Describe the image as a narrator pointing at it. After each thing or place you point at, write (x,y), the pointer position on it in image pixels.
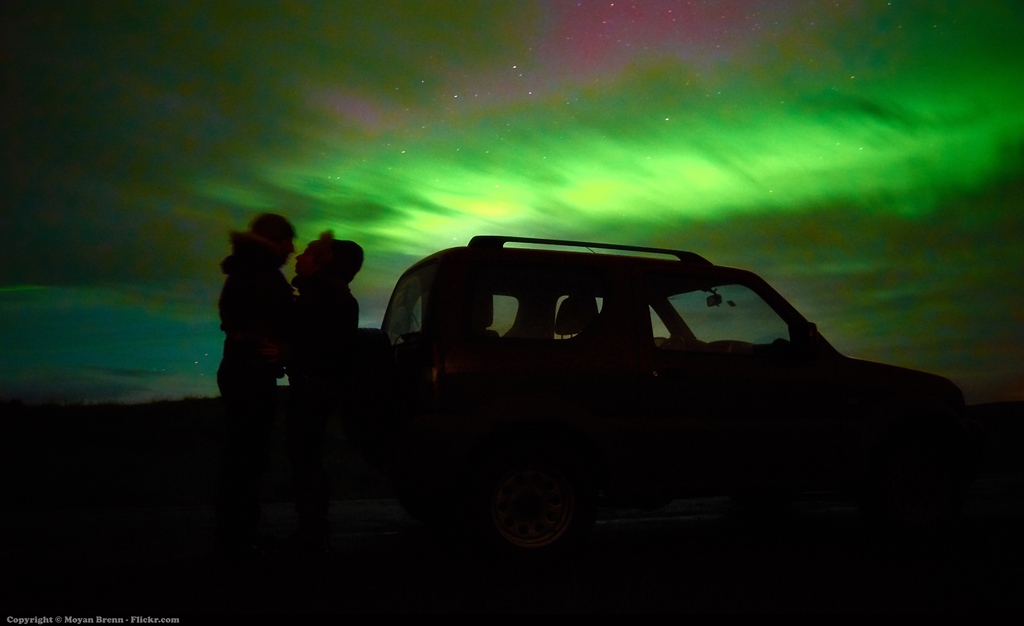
Here in this picture we can see a couple of people (301,266) standing on the ground (254,584) over there and in front of them we can see a car (860,480) present over there and we can see clouds (190,208) in the sky (199,186) and they are in greenish color over there.
